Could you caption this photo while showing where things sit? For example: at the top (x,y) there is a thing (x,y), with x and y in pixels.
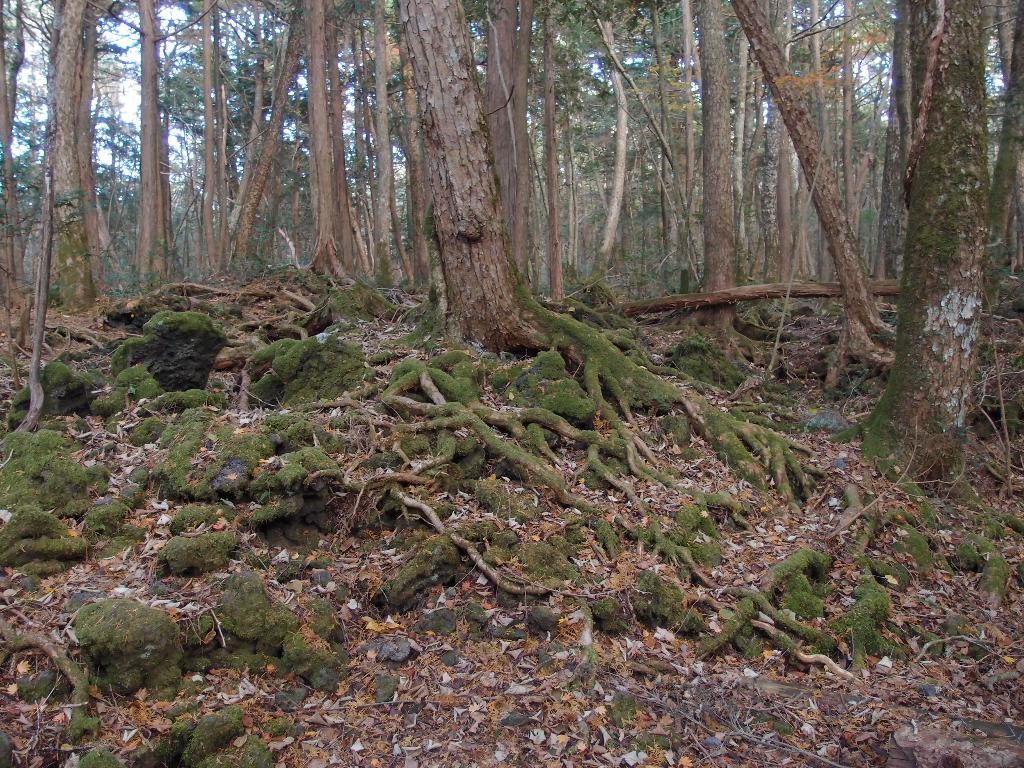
The picture is taken in a forest (360,420). In the foreground of the picture (584,459) there are dry leaves (112,441), grass (66,450) and roots (769,461). In the center of the picture (404,257) there are trees (393,233).
